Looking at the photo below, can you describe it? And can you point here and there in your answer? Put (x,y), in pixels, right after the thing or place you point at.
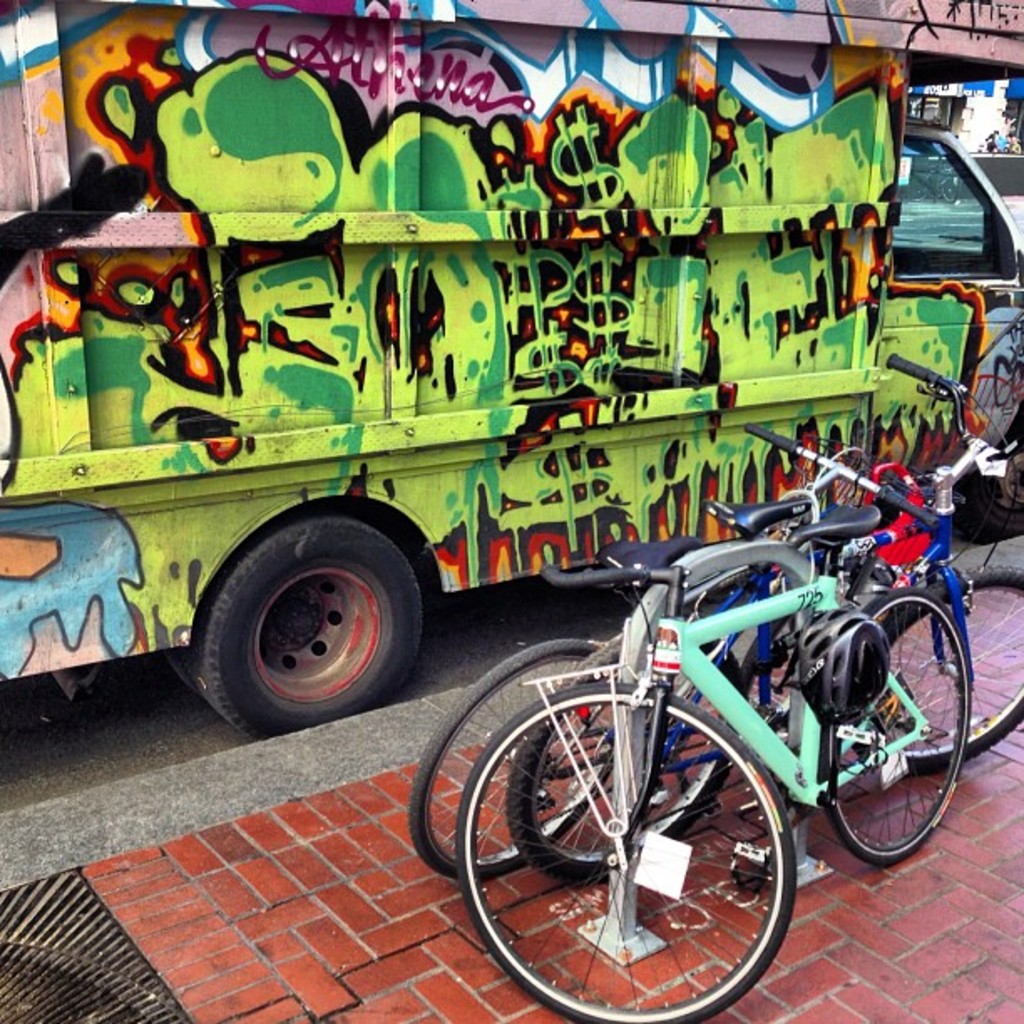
In this picture we can see bicycles (792,878) and a vehicle (570,523) on the ground (234,742), helmets (848,650) and in the background (957,107) we can see some objects (997,115).
